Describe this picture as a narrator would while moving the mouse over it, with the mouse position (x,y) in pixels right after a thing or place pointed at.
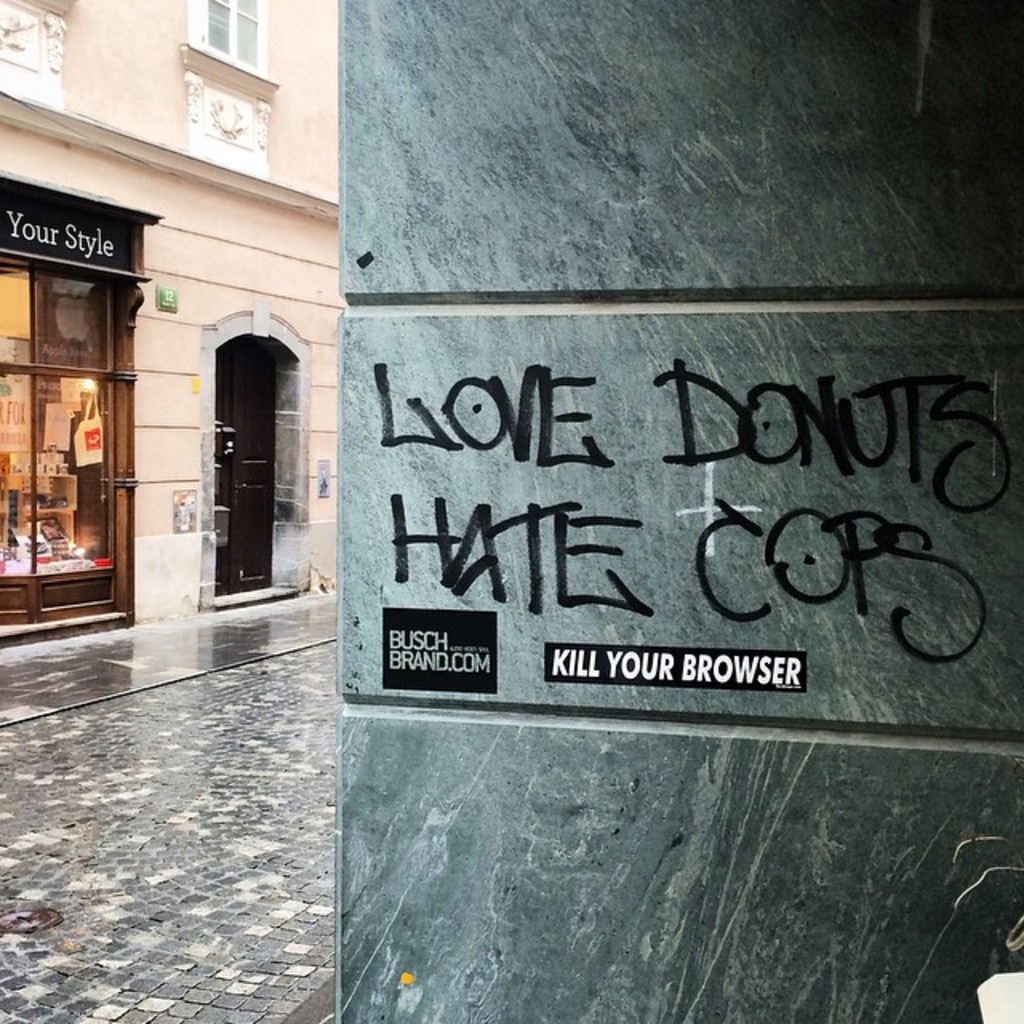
This picture is clicked outside. On the right (851,517) we can see the text (444,443) on the wall (761,643). On the left (71,175) we can see a building (238,122) and we can see the windows (196,27) and doors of the building (114,455) and we can see the text (79,242) on the building (131,331) and some other objects (57,423) and we can see the pavement (276,857).
